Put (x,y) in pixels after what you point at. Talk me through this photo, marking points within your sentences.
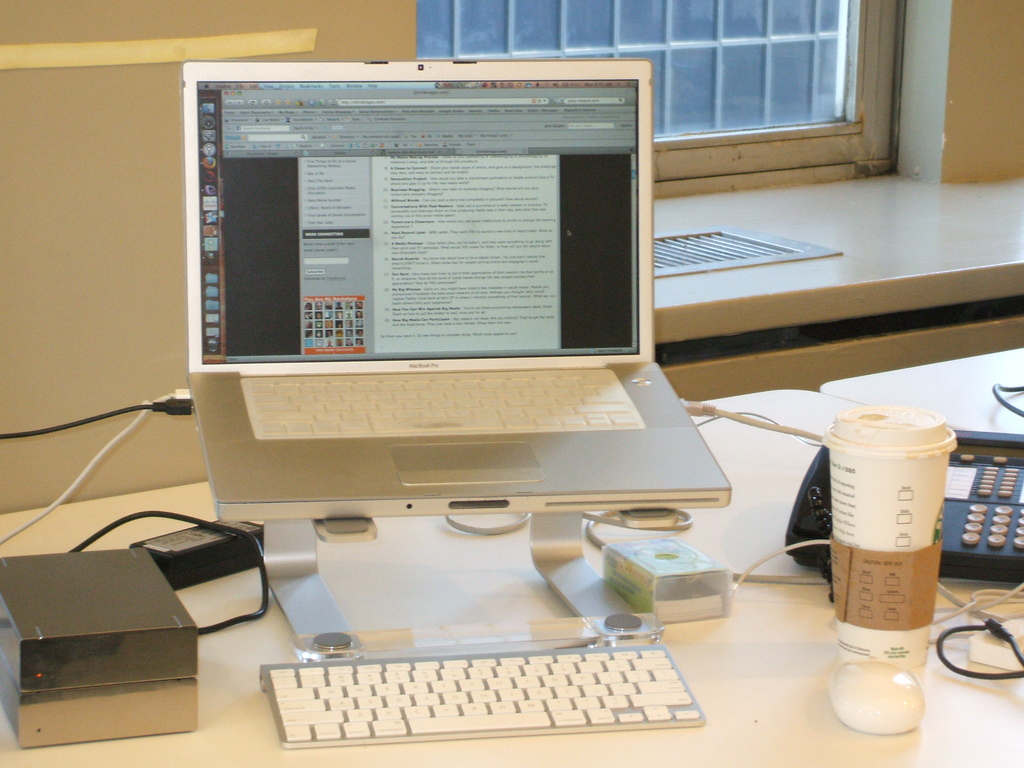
This image consists of a laptop (358,425) which is kept on the table (730,733). There is a keyboard (574,690) on the table (736,454), glass (920,570), landline phone (1001,537), there are some wires (970,630), adapter (201,553) on the table (806,736). In the background (791,105) there is a window (779,123) and wall (117,97).
